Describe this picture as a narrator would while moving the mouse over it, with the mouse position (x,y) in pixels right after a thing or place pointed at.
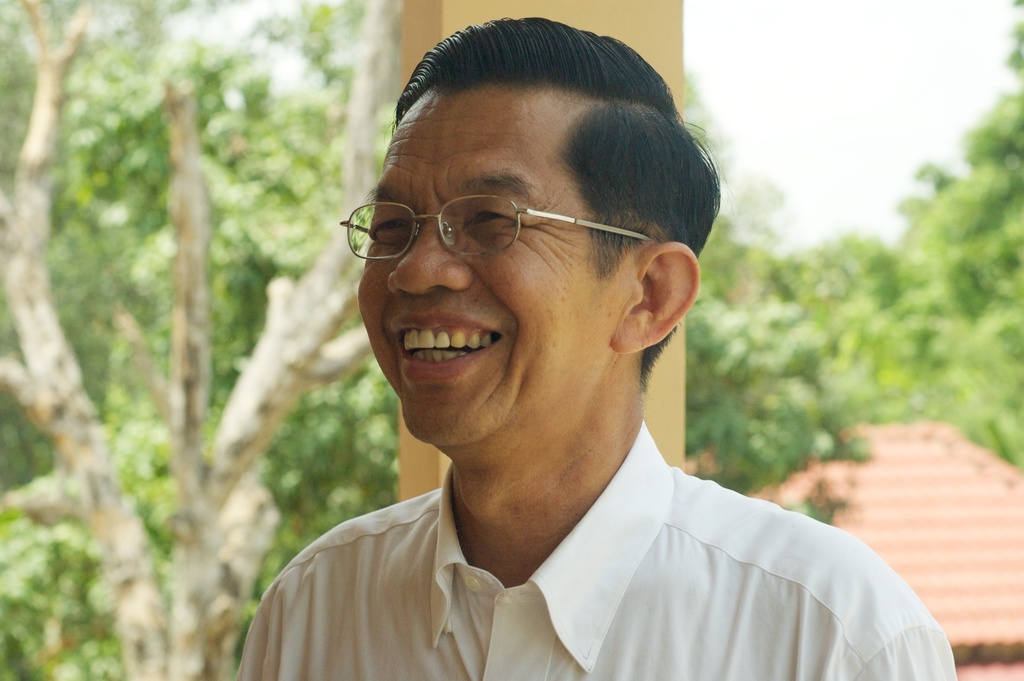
In this picture we can see man (427,522) wearing a white color shirt (648,598), specs (469,239), smiling and looking to the left (22,359) in the image. Behind we can see some tree (345,308) and shed house (999,589).
